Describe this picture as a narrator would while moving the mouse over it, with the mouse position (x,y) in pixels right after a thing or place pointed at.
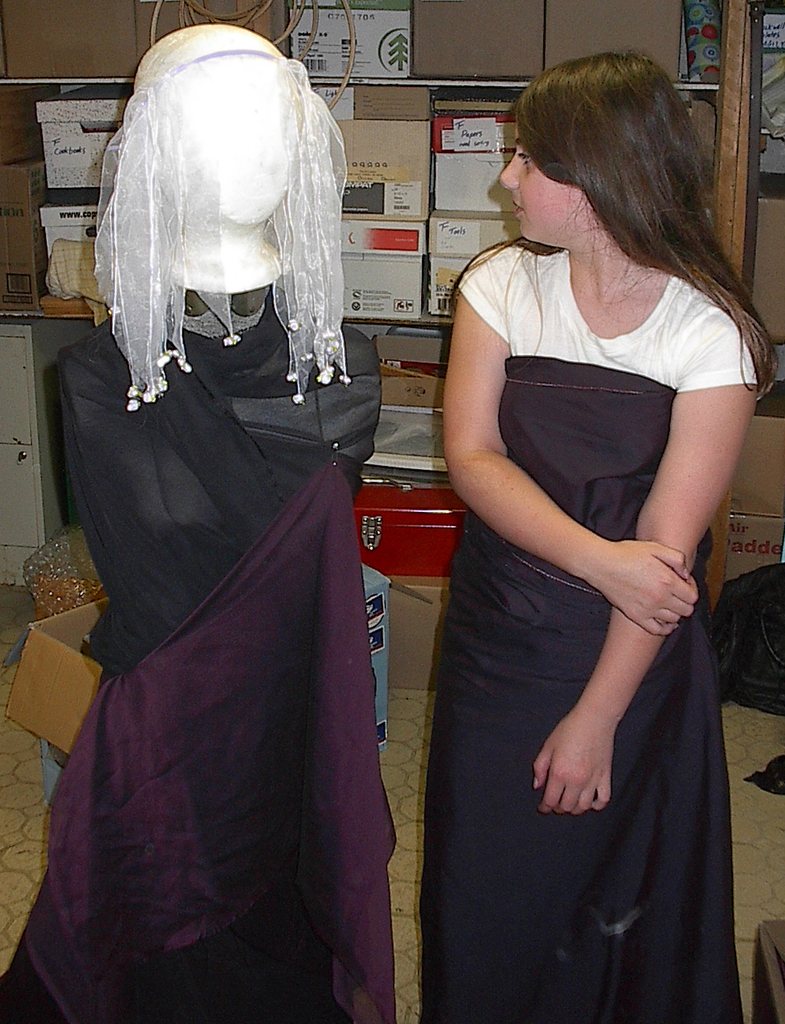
In this image we can see a lady (588,594) standing, next to her there is a mannequin (222,483) and there are clothes (251,607) placed on it. In the background (425,58) there are cardboard boxes (423,169) and a wall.
